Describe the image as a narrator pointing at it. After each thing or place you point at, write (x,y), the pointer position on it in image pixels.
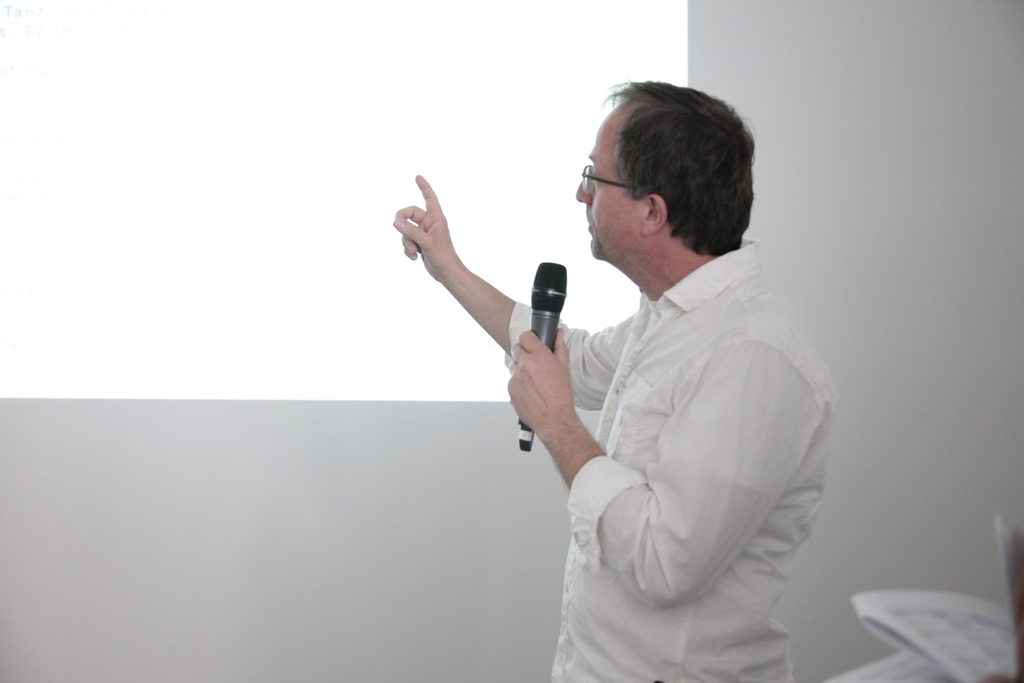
In this image there is a person (484,318) standing and holding a mike (533,329), in the background (611,306) there is a wall (899,261). At the bottom right side of the image (865,611) there are papers (936,626).
